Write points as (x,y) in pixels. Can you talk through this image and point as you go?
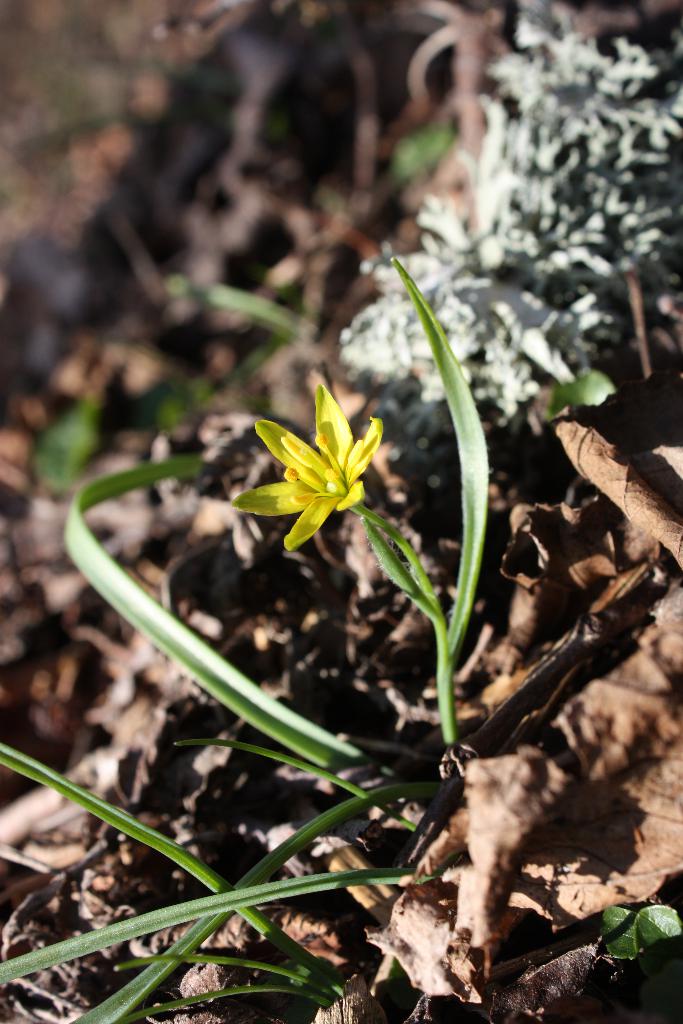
In the image in the center (339,634), we can see dry leaves (520,772), plants (604,388) and one flower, which is in yellow color.
